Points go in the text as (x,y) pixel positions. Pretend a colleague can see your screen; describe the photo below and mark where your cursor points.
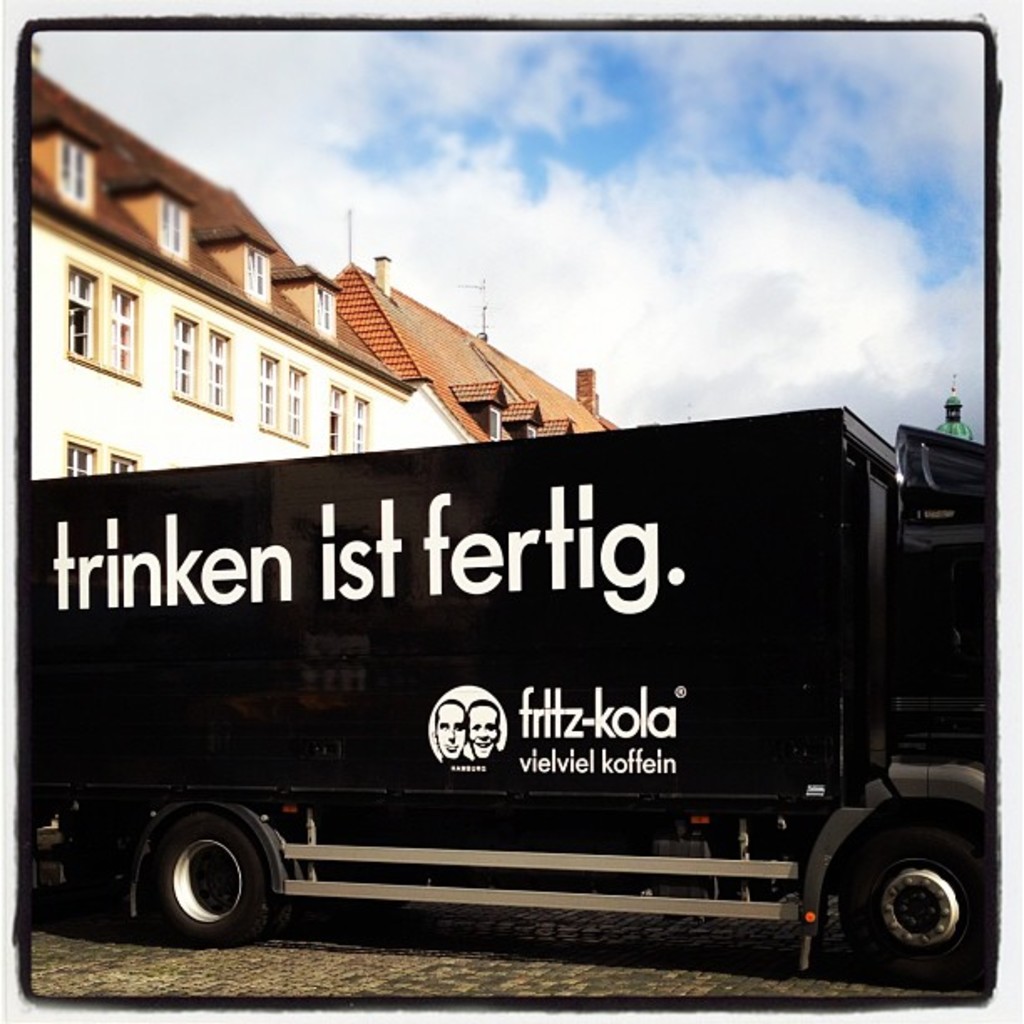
In this image, we can see a black truck (719,800) is on the path (625,960). In the background (395,411), we can see buildings (222,408), walls (380,438), windows (222,381) and cloudy sky (648,319).
